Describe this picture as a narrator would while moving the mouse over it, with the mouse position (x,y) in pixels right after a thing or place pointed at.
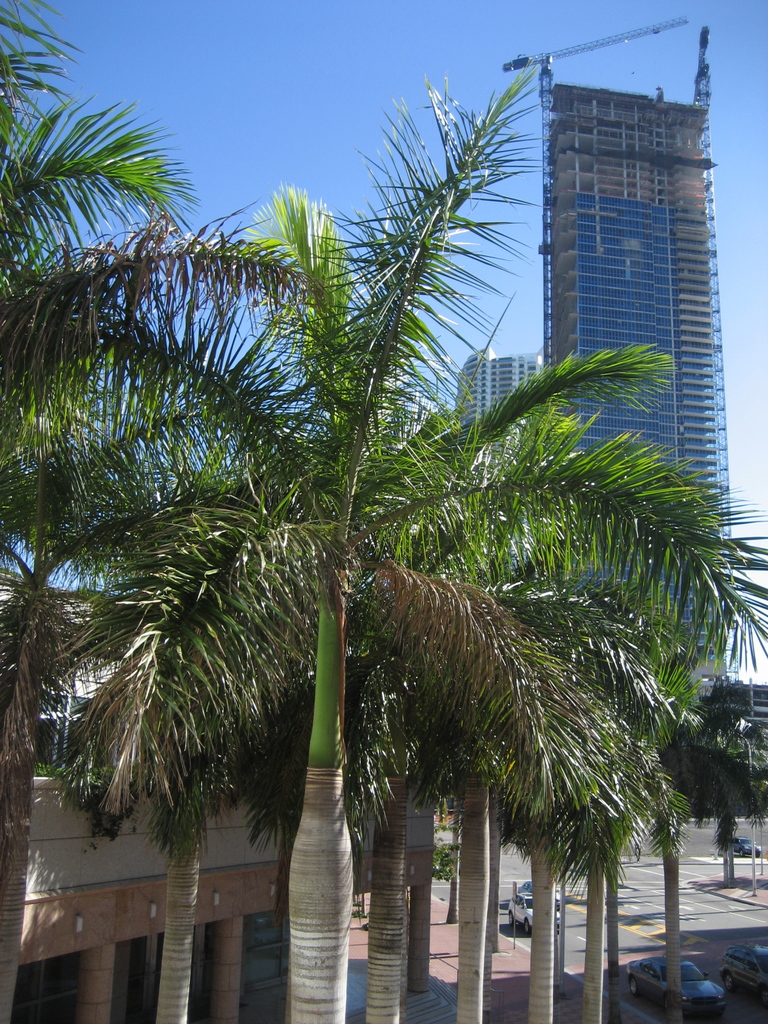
In this image we can see so many coconut trees (539,821). Behind buildings (636,396) are there. Right bottom of the image (699,977) cars (665,977) are there on road (646,899). Top of the image (322,87) sky (322,87) is present.
